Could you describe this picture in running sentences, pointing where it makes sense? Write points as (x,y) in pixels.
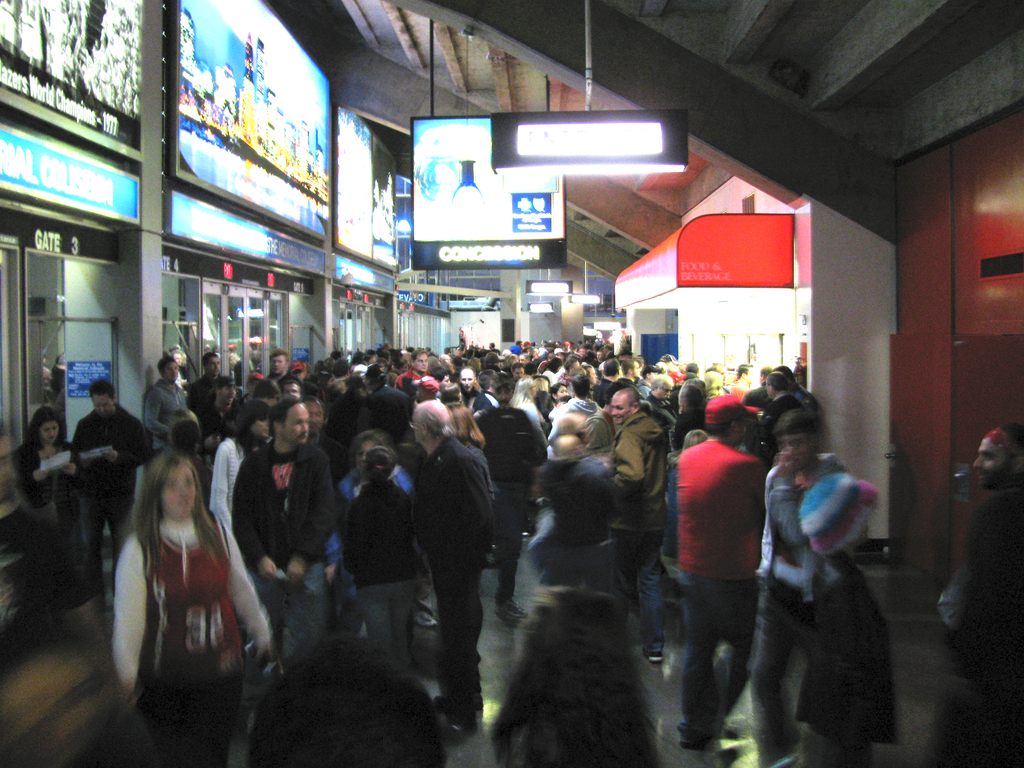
This image contains many persons (515,519) walking on the floor (499,622). Few boards (510,169) and lights (510,169) are hanged from the roof (498,66). Behind the persons (30,607) there are few shops (318,323).
